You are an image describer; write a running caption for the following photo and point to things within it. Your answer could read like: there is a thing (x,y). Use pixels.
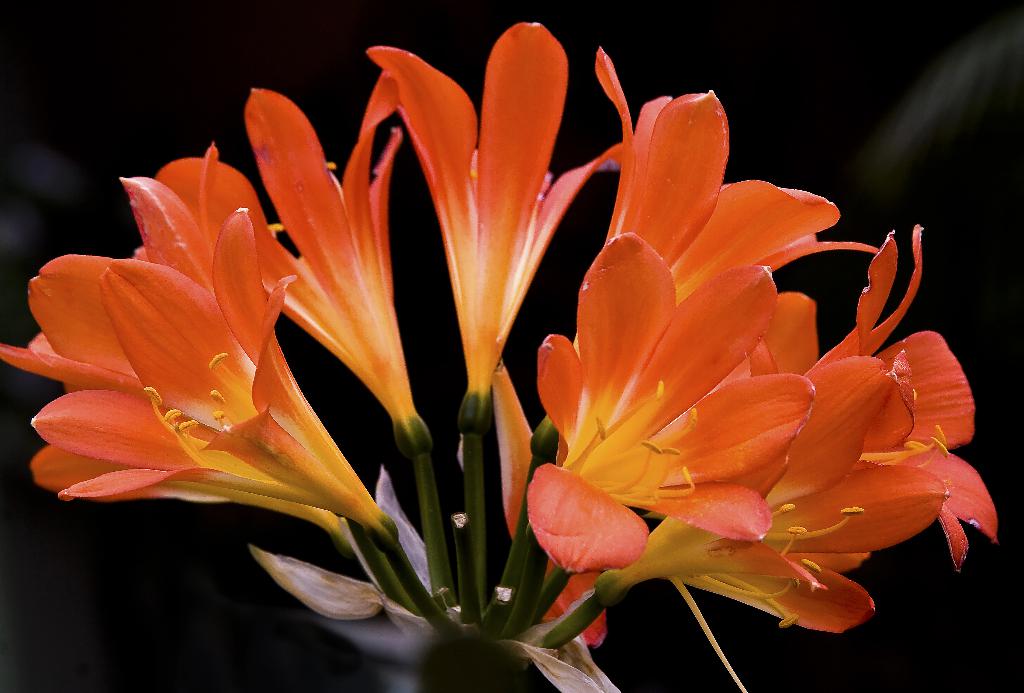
In this image there are flowers (551,216), in the background (287,67) it is dark.
